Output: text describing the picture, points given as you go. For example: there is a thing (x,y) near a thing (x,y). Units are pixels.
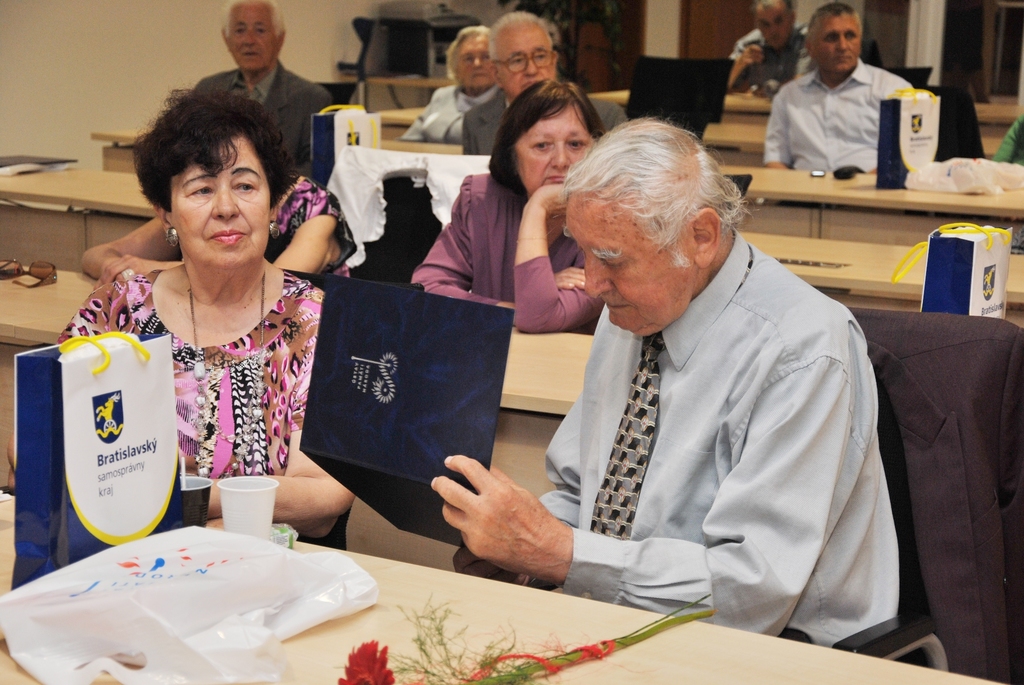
In this picture there are some people (268,225) sitting in the chairs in front of the tables (789,264). There were men (625,235) and women (302,219) in this picture. We can observe a bag (67,498), cover (169,587) and cups (224,502) placed on this table (475,608). In the background (70,74) there is a wall (300,32).
